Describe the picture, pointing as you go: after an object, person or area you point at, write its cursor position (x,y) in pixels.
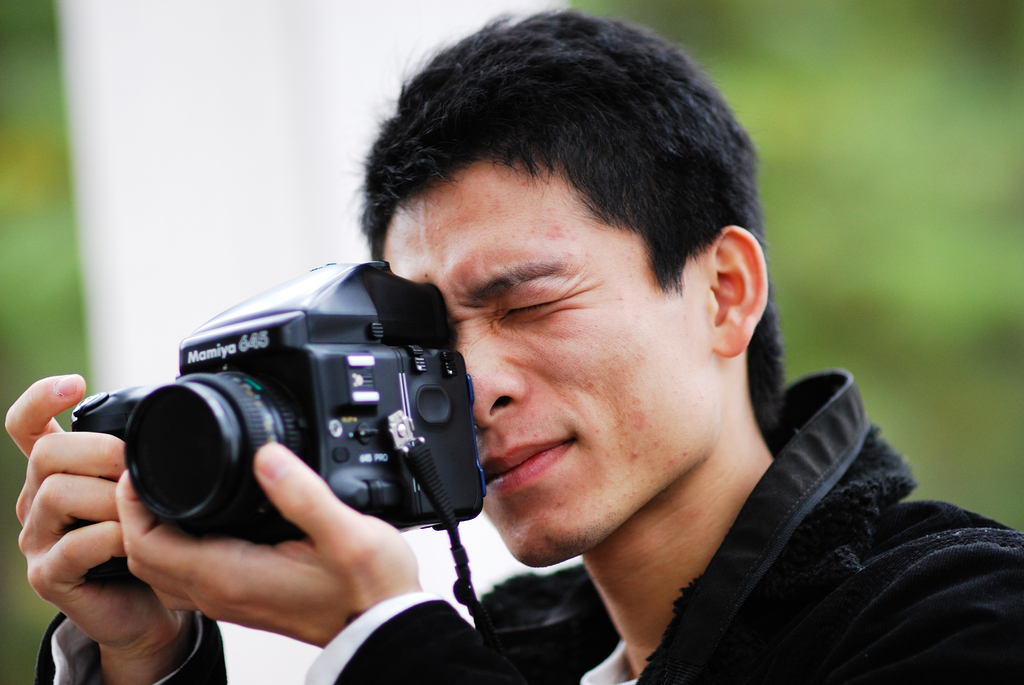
A man (499,92) is taking picture with a camera (306,436) in his hand (159,532).
